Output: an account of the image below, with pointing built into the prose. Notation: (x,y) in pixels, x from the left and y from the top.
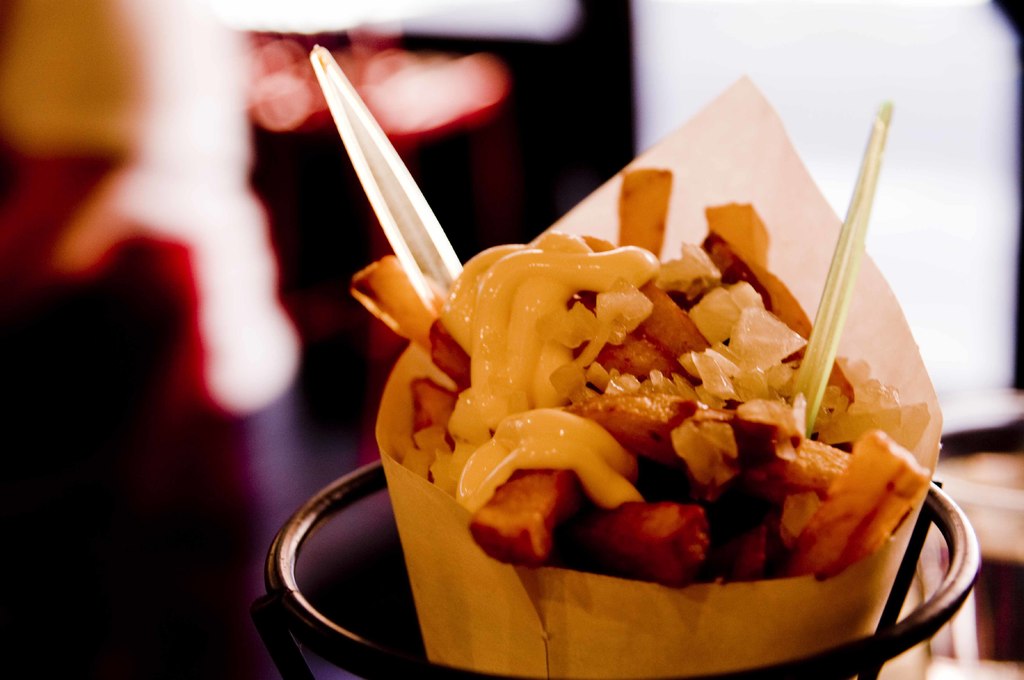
In this image I can see the food (555,352) in the paper-cone (713,596). I can see the metal object (403,664) around the food (466,439). I can see the blurred background (181,49).
